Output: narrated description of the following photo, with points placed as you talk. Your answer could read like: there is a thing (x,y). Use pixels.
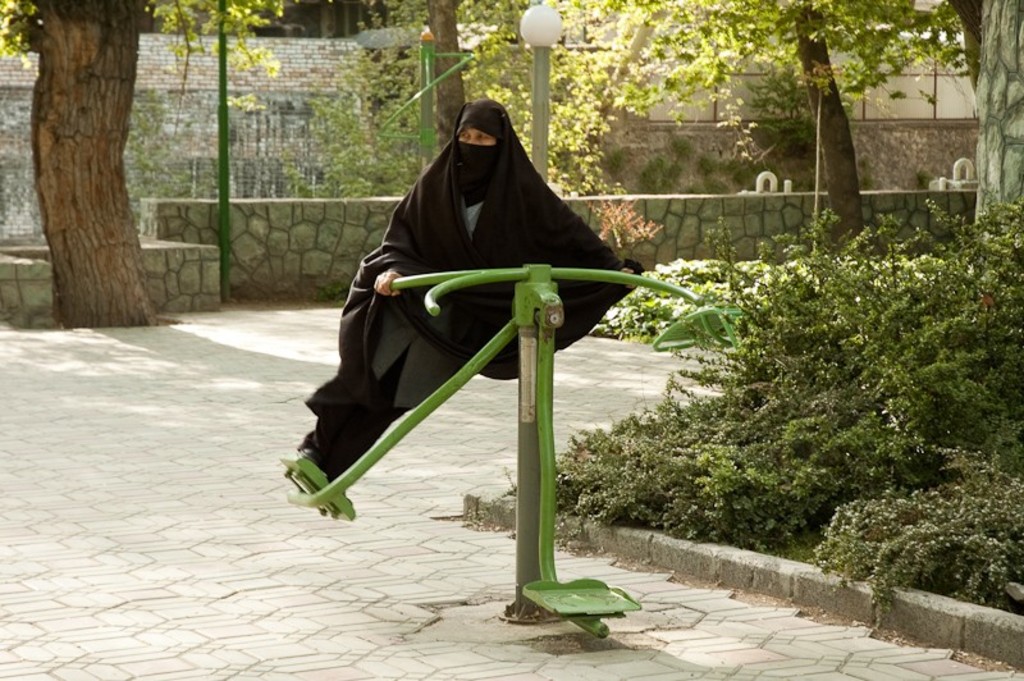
Here we can see a person (383,282) on the playground equipment (628,610). Here we can see plants (935,459), poles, and trees (581,8). In the background (20,192) we can see wall (141,108).
